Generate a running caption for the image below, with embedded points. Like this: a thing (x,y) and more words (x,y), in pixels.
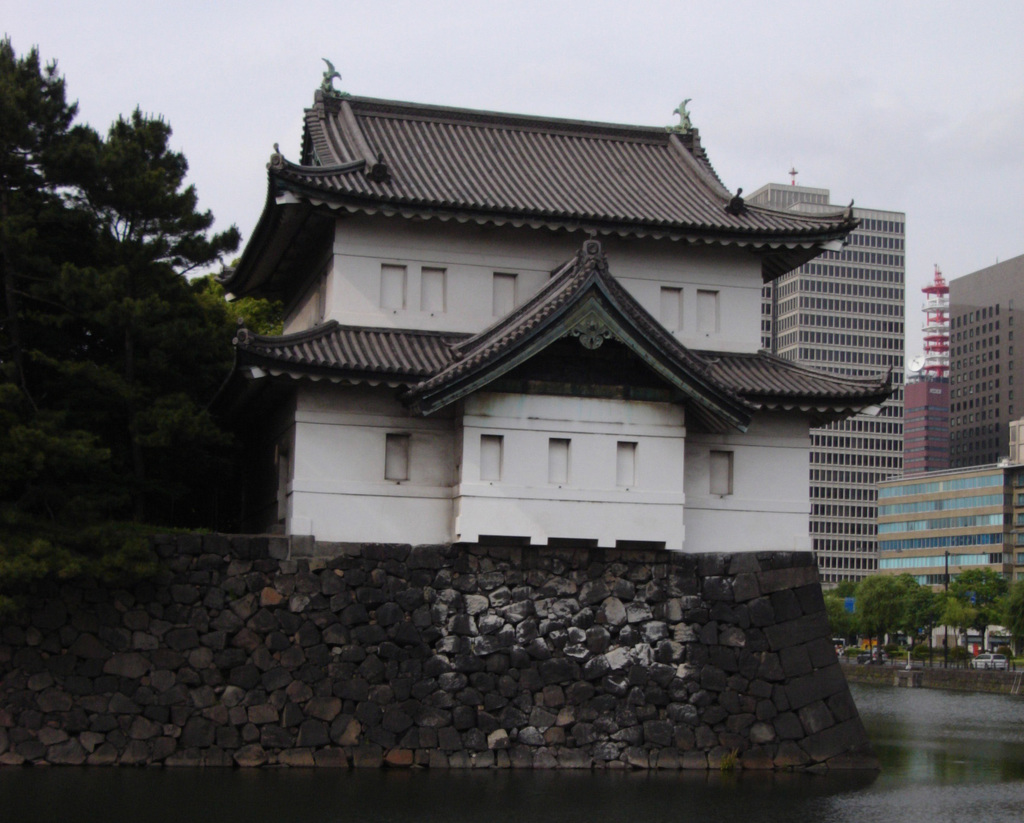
In this image there is water (284,772) at the bottom (943,761) on the either sides there are some buildings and also there are trees (14,543) beside the building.
